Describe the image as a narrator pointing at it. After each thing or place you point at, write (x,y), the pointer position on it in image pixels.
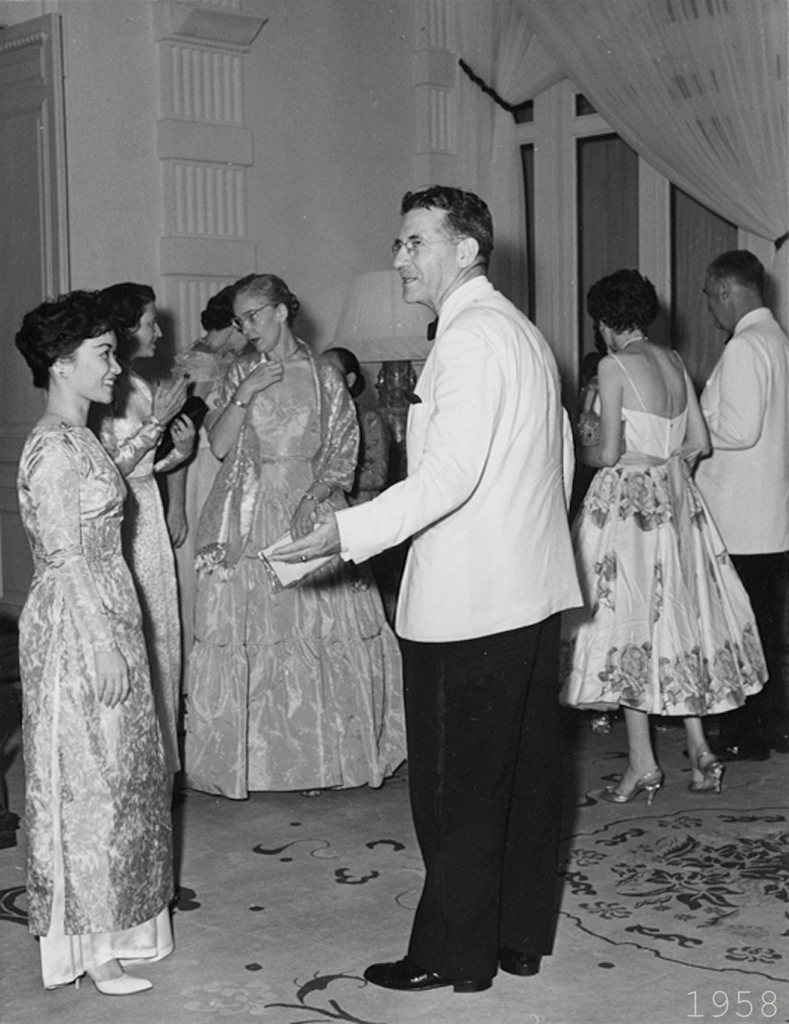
This is a black and white image. In this image we can see a group of people (554,587) standing on the floor (343,822). In that a woman (306,655) is holding a purse (280,545). On the backside (697,341) we can see a lamp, a window (562,213) with the curtains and a wall (114,239).
